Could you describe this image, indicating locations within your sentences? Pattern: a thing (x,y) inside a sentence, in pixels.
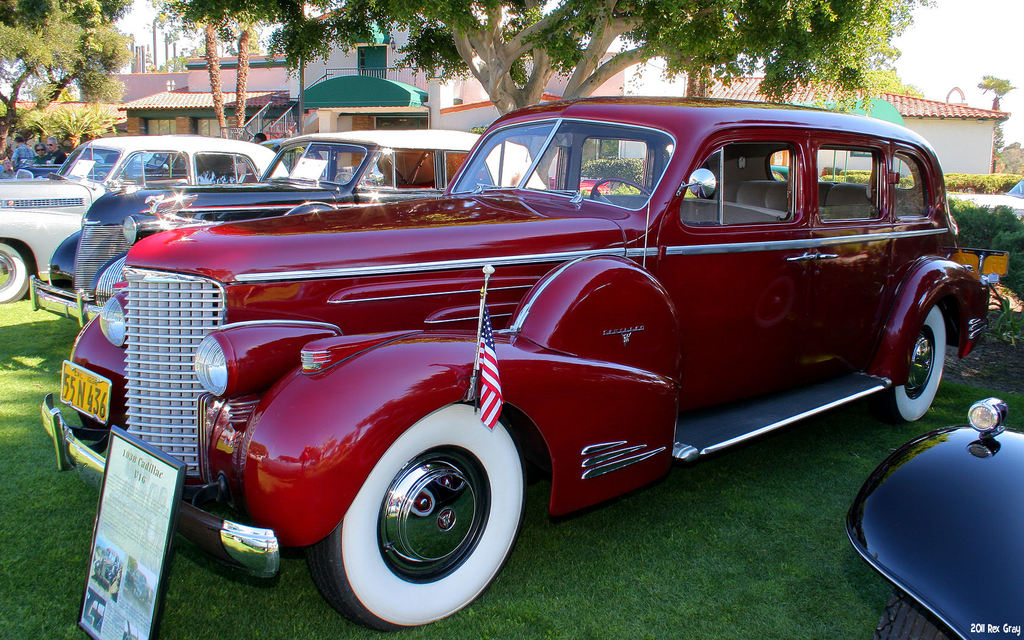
In front of the image there is a photo frame (116,507). There are cars (59,448). At the bottom of the image (708,559) there is grass (715,559) on the surface (682,575). There are people (38,143) standing. In the background of the image (1020,250) there are plants (970,245), trees (848,14), buildings (140,124). At the top of the image (943,49) there is sky (954,47). There is some text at the bottom of the image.
